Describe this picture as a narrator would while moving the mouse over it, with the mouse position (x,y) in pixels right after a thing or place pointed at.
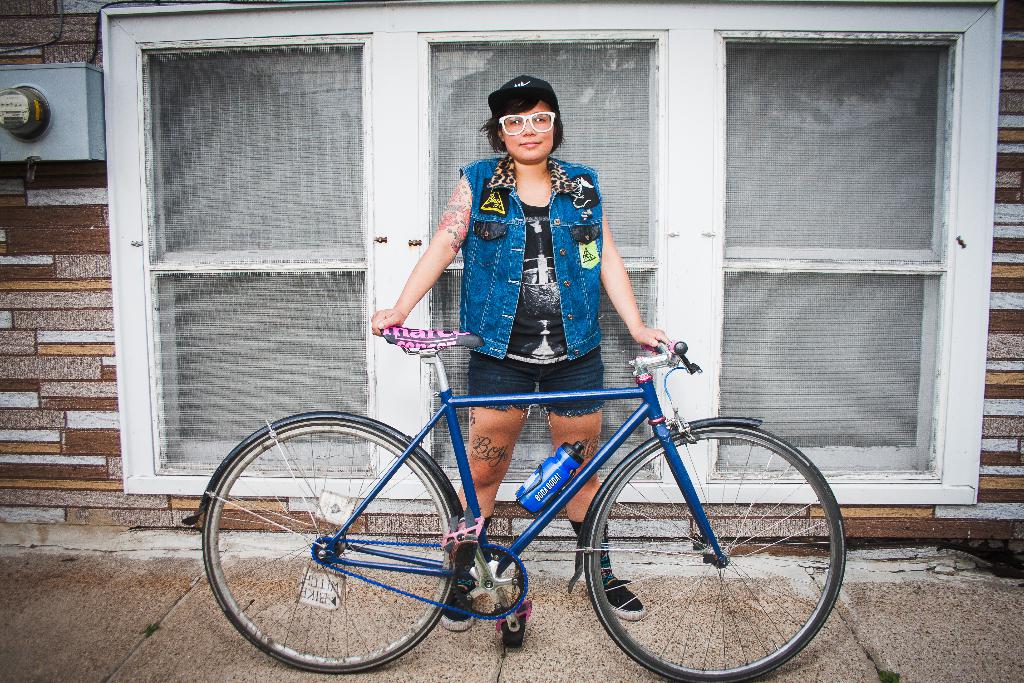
In this picture we can see a person (573,526) standing and holding a bicycle (598,564), in the background (184,443) there is a wall (35,310), we can see glass windows (938,163) here.
